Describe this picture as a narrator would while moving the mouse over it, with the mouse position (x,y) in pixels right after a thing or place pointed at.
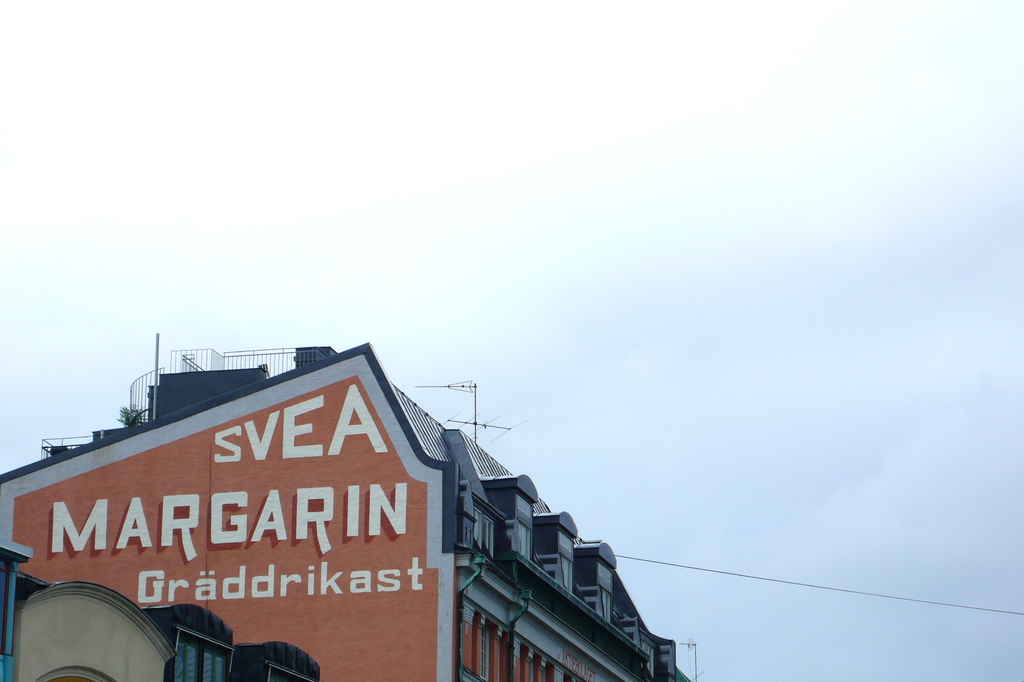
In this image we can see a building (384,587). The sky (574,343) is covered with clouds (871,587).
